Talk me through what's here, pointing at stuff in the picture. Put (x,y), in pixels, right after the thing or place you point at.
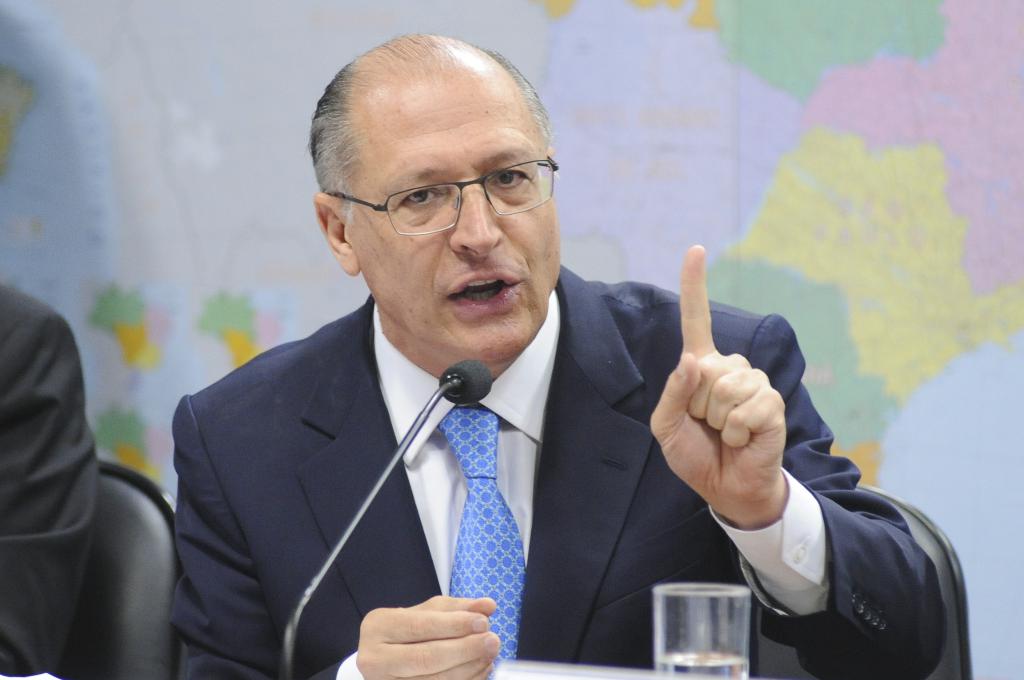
In the center of the image (527,410) we can see a man (602,376) sitting. He is wearing a suit (648,548). At the bottom (395,460) there is a mic (472,385) and a glass (695,629). In the background (697,39) we can see a map (671,70) pasted on the wall (923,362).
